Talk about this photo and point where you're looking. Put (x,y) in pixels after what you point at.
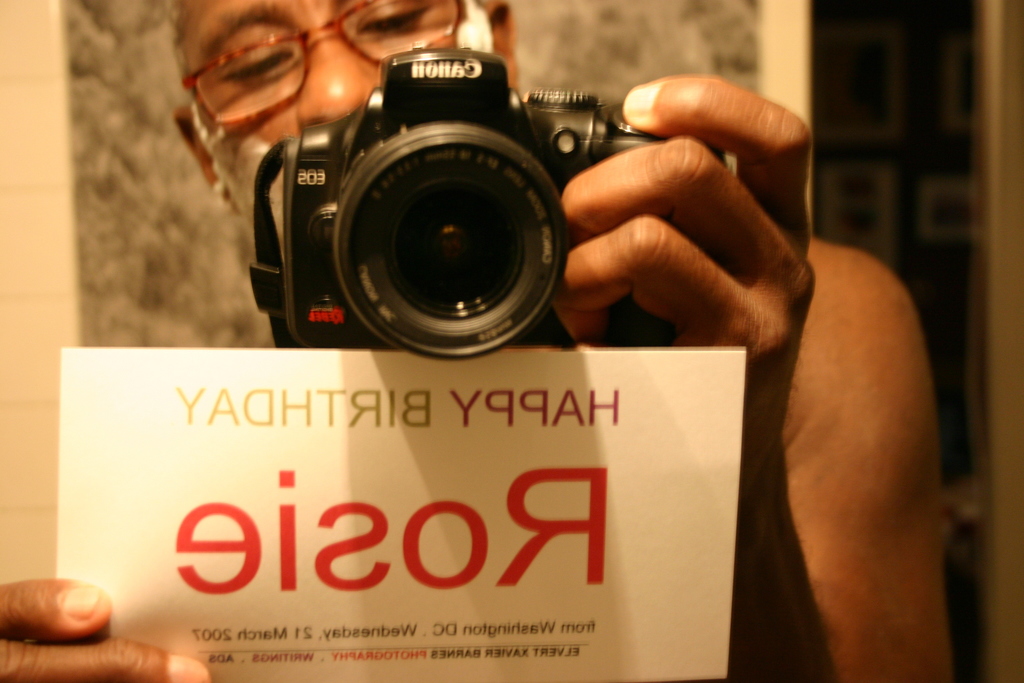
In this image we can see a person (322,113) holding a camera (504,167) in one hand (767,258) and a paper (590,446) with the text (484,654) in the other hand (97,663) and we can see the image is blurred in the background (1021,370).
